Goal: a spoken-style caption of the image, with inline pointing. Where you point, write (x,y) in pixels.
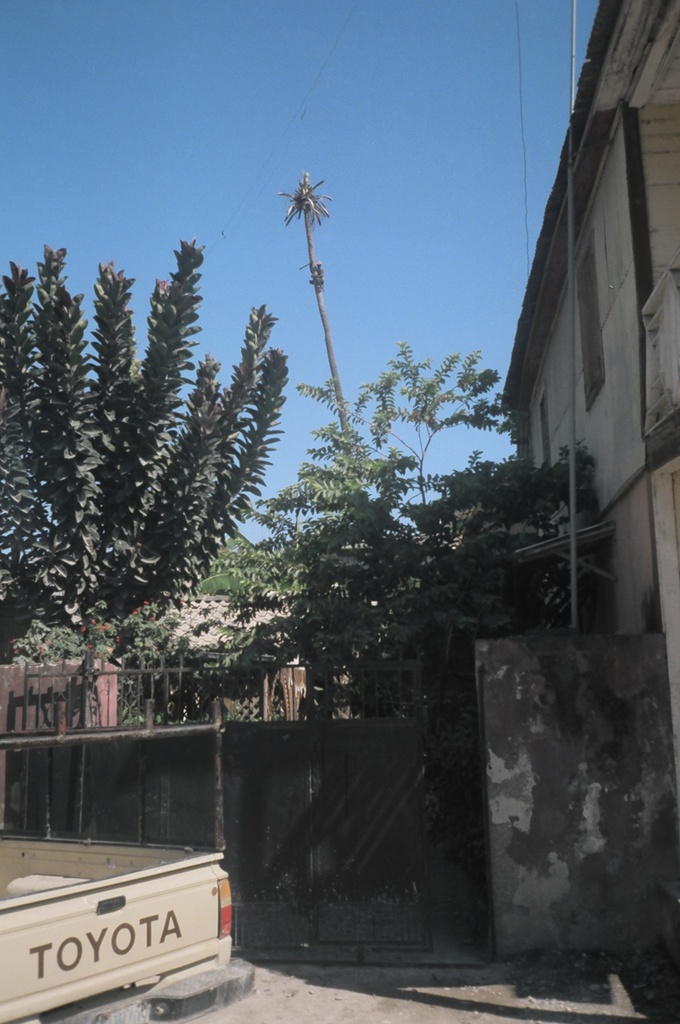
In this image I can see a vehicle (169,962) which is cream in color on the ground (319,974). I can see the gate (312,754), the wall (492,773), few trees (374,561) and a building (663,440). In the background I can see the sky (267,175).
